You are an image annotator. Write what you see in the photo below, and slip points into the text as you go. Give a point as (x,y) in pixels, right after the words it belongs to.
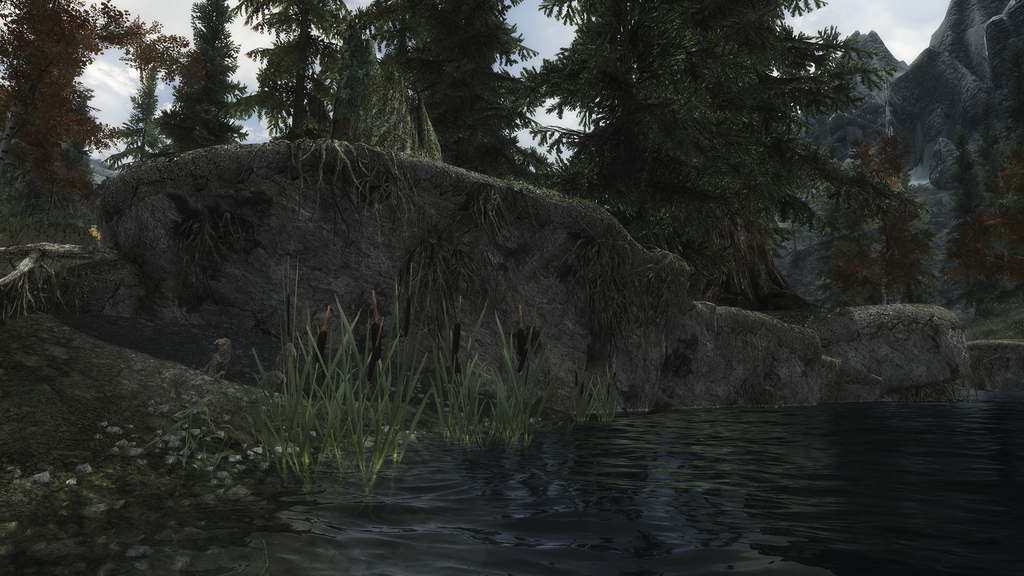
On the left side (278,408), there are plants (329,412) having flowers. On the right side (862,494), there is water (765,452). In the background (981,51), there are trees (500,120) and grass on the ground (677,265), there are mountains (935,59) and there are clouds (873,18) in the sky (891,25).
